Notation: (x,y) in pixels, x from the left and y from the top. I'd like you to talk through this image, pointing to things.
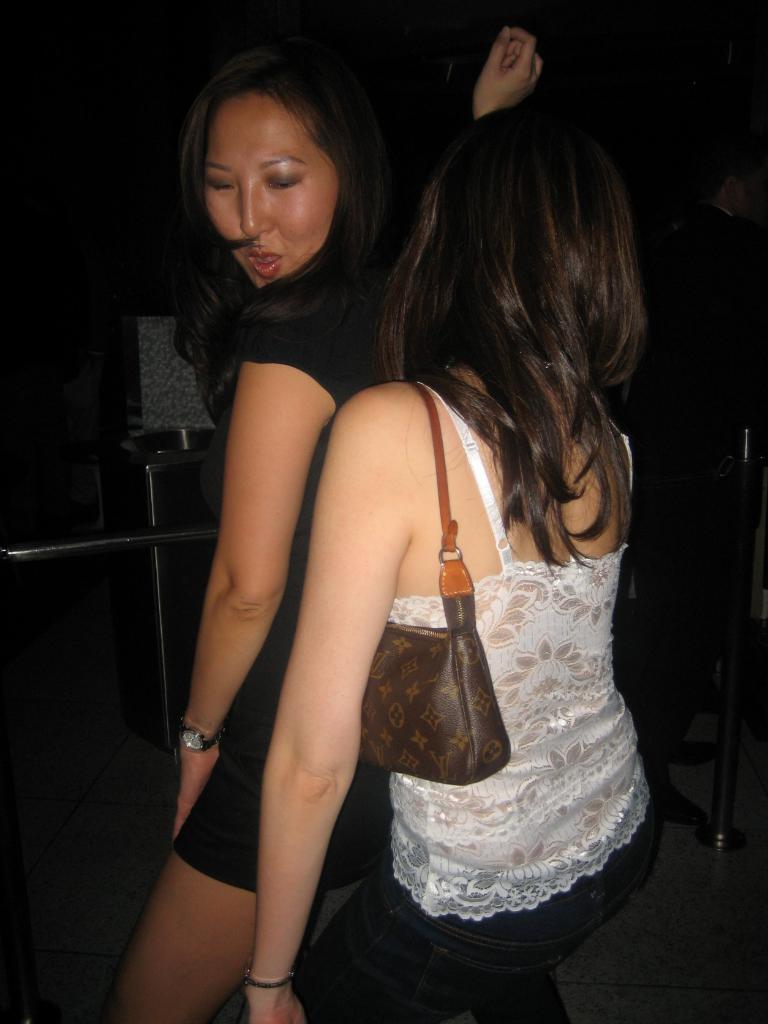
In this picture there are two girls (297,735) at the center of the image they are dancing together.
